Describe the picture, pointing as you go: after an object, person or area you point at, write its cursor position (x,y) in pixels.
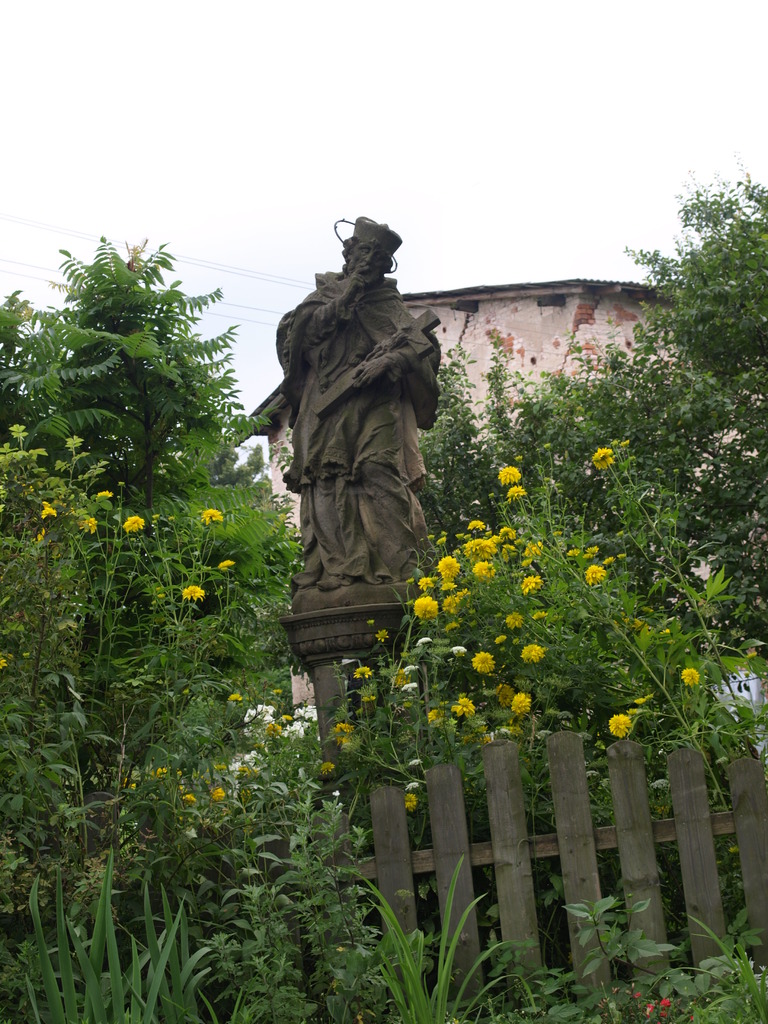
This picture shows trees (190,504) and few plants (537,758) with flowers (484,555) and we see a building (553,317) on the back (547,291) and a statue (377,417) and we see a wooden fence (457,787) and a cloudy sky (406,188).
